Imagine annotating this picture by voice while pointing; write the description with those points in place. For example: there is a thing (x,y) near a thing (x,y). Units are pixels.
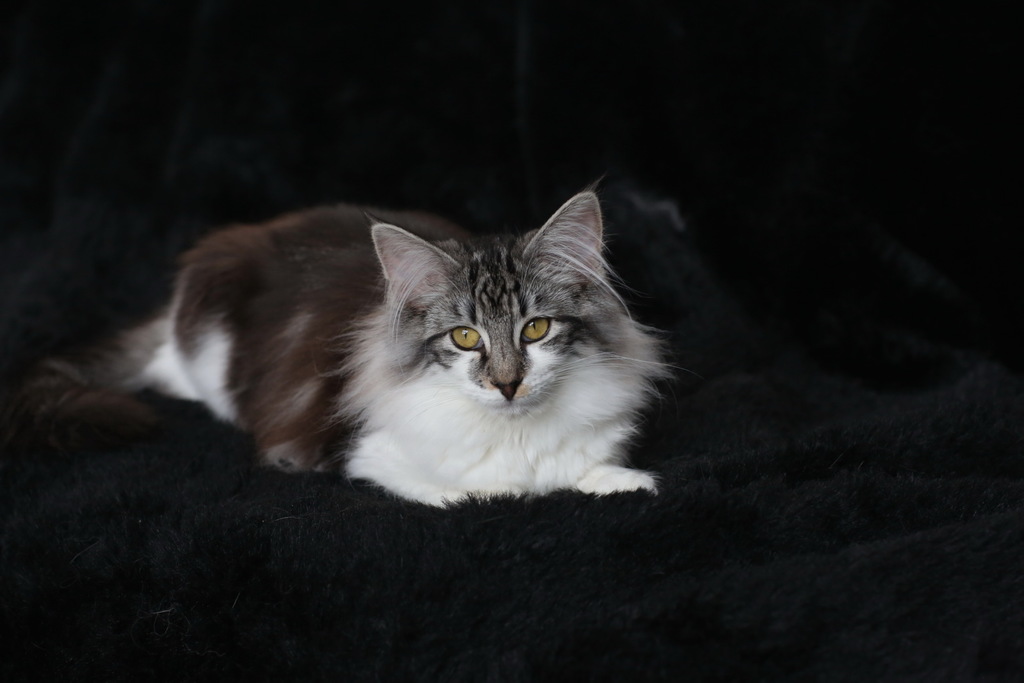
In the image we can see a cat (592,238), white and gray in color. This is a cloth (539,556), black in color.
